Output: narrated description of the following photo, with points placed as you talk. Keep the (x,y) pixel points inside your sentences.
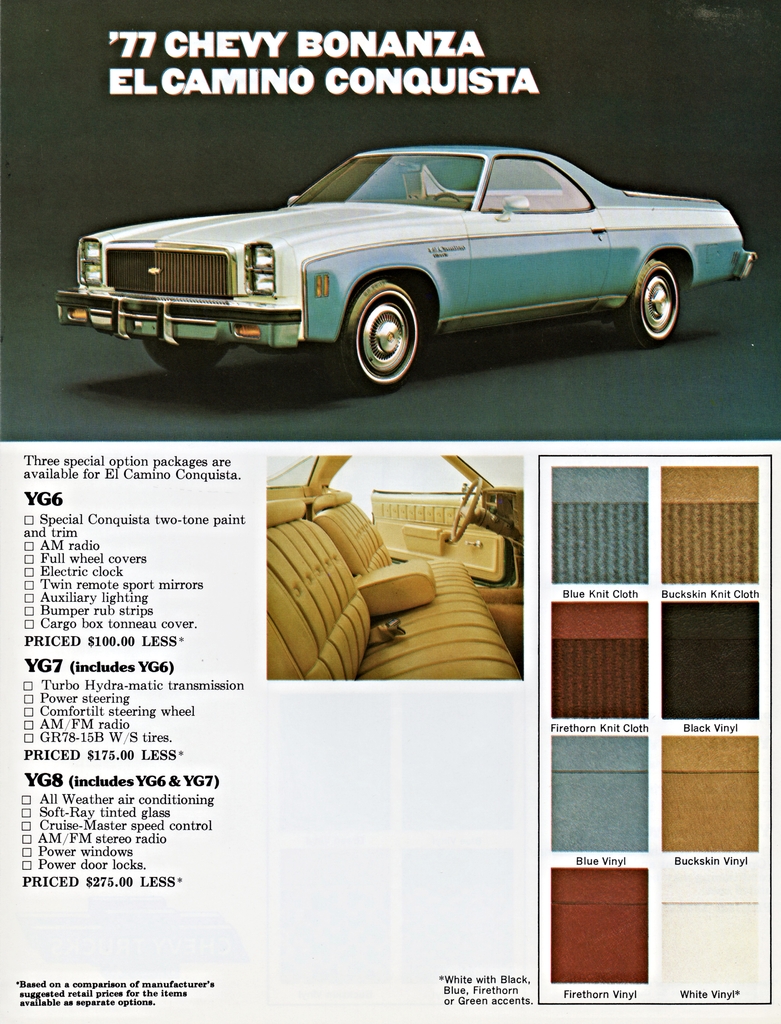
In the center of the image (410,526) we can see inside view of a car (377,551). Here we can see seat (448,604), armrest (393,594), steering (458,519), door (423,532) are present. At the top of the image (424,193) car (424,182) is there. On the left side of the image (113,574) text (101,646) is present.
